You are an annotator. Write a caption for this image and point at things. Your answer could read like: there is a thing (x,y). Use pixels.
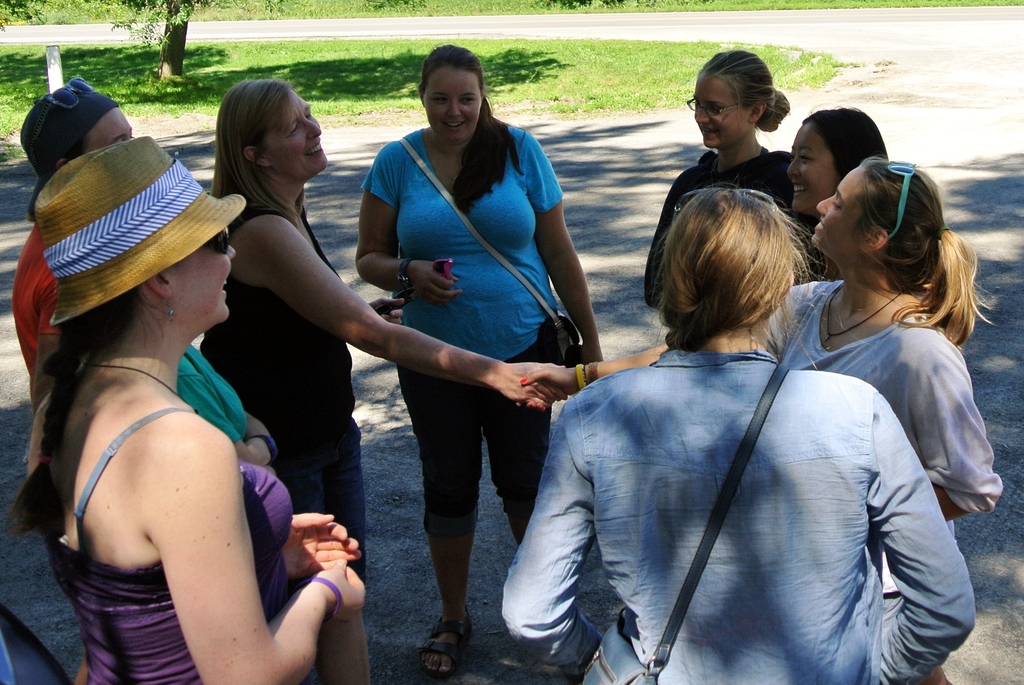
In this image we can see these women (479,156) are standing in a circle on the road (544,667) and these women (297,275) are handshaking. In the background (571,1), we can see road (978,49), grass (212,95), pole (55,70) and trees (180,56).
